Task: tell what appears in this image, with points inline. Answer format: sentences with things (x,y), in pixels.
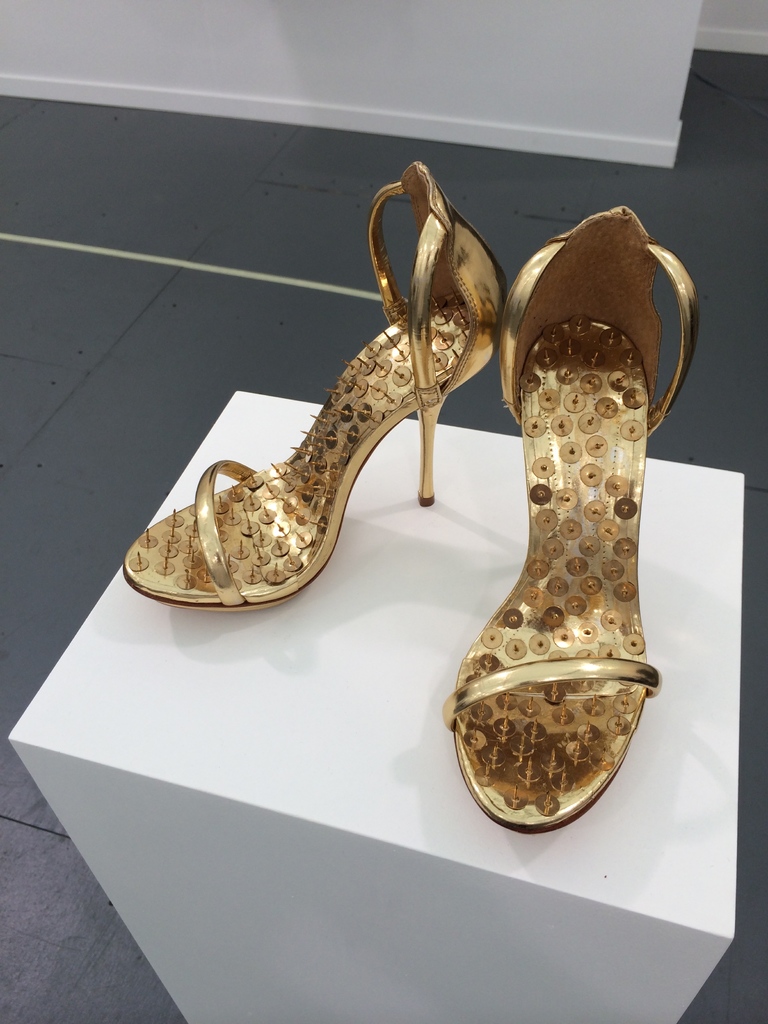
In this image I can see the footwear (544,451) which are in gold color. These are on the white color surface (273,846). In the back (193,305) I can see the grey color floor (234,194) and the white wall (353,49).
